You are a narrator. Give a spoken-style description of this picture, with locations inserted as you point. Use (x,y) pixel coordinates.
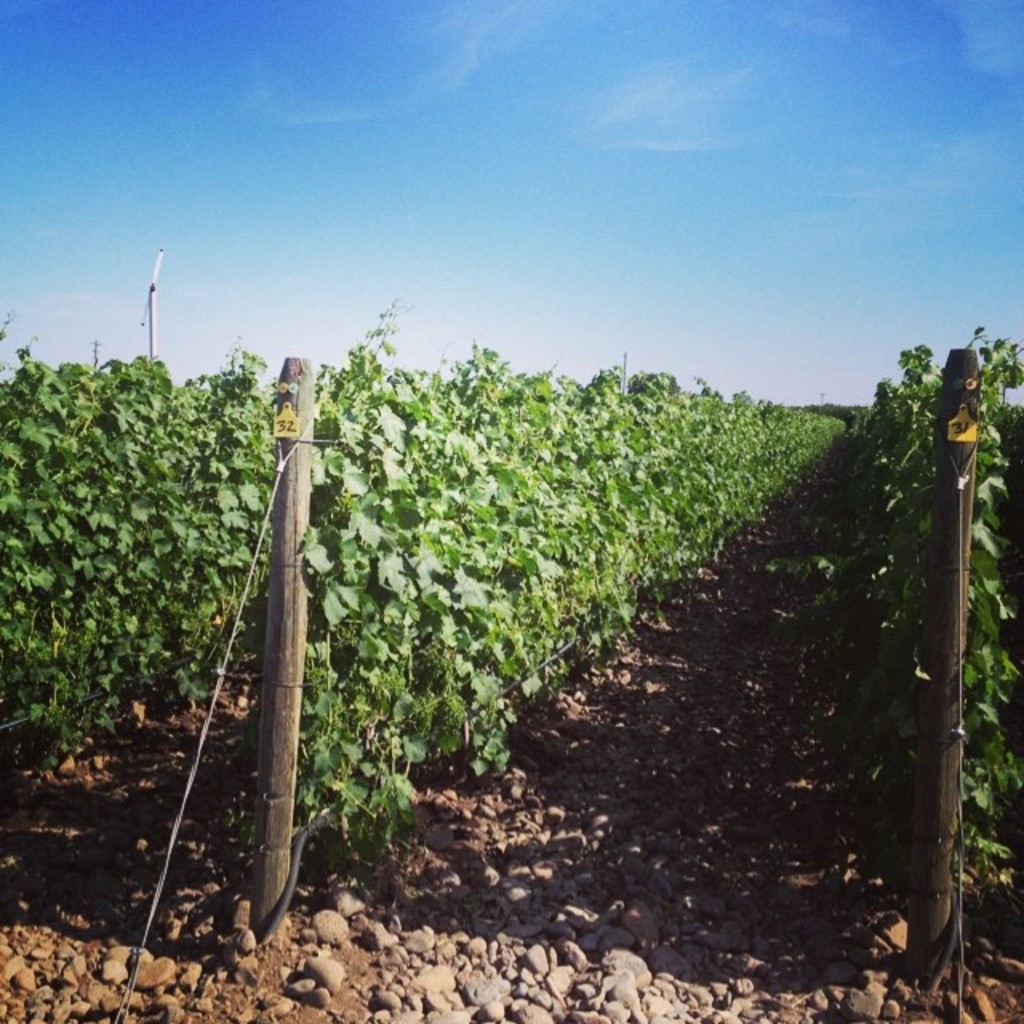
Here in this picture we can see the ground (704,589) is fully covered with plants (345,593) and in the front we can see wooden poles (287,559) present on the ground (213,976) and we can see stones (391,940) on the ground (575,896) and we can see some clouds (685,147) in the sky (262,161).
